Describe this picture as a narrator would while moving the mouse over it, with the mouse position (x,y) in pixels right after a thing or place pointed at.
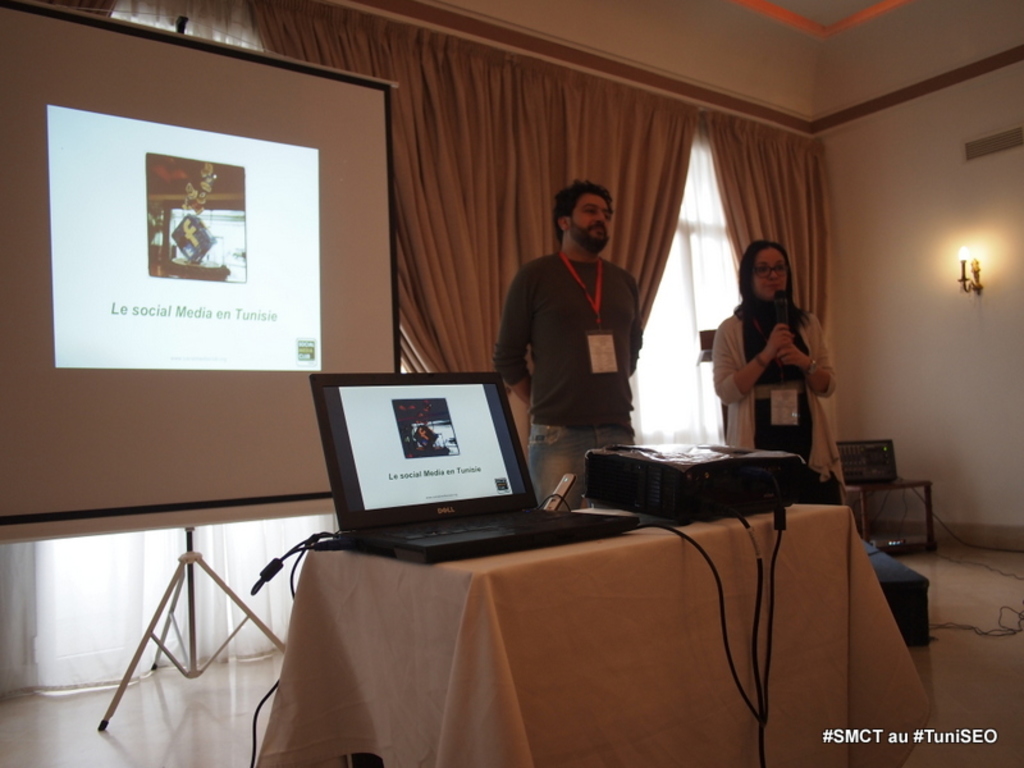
Here on the table (583,588) there is a laptop (525,536) beside of it there is a projector (626,471). On behind there is a projector board (309,353) which we can able to see the Projected images (311,334), videos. Behind this there is a curtain (410,271) and before this there is a man (565,309) standing he wear a T-Shirt (578,295) and an ID card (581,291). Beside of him there is a woman (756,308) who is standing and speaking on microphone (780,308). Right side of an image (895,284) there is a wall (936,272). On the wall (950,266) there is a Light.
